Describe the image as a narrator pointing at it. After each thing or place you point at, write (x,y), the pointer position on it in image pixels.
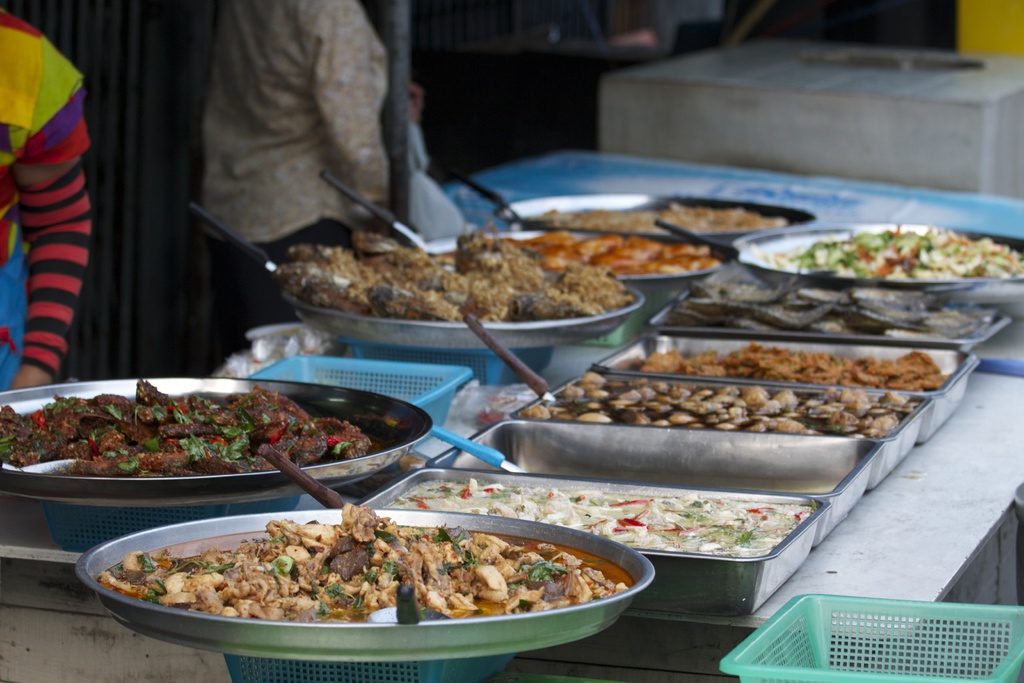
In this image, we can see plates (423,532), trays (511,477), spoons (494,340) and some bowls (533,301) and there are food items (483,484) on the table (868,526). In the background (282,144), there are some people (256,75) and we can see a curtain (185,46) and there is a stone (851,108).
